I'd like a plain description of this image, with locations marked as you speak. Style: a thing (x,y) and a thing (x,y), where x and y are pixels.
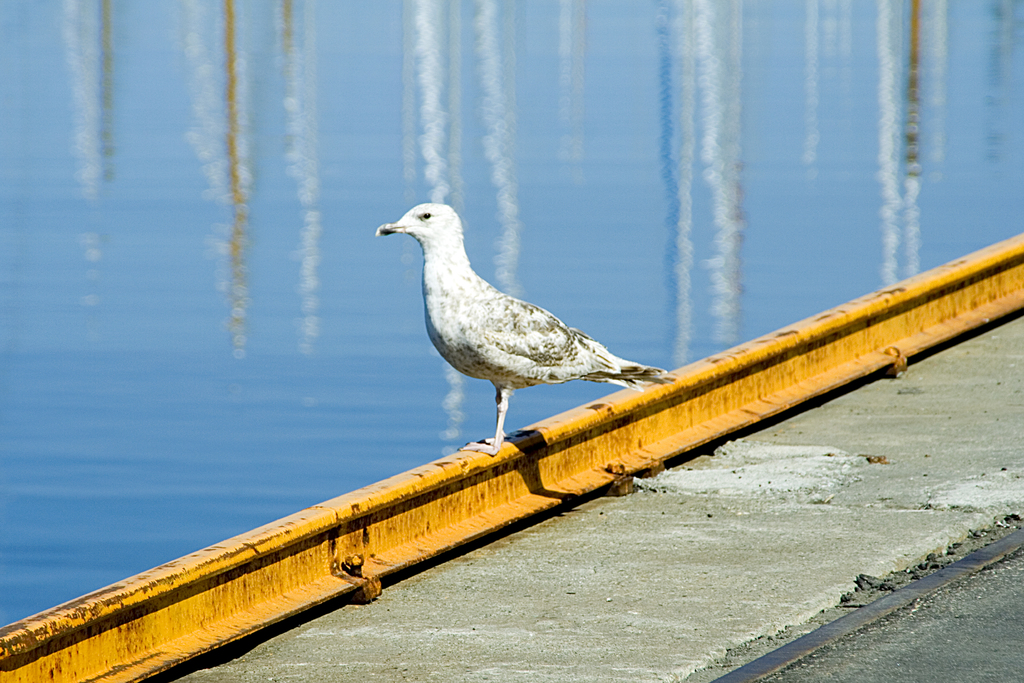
On the top of the image (289,126) we can see water body (447,192). In the middle of the image (548,361) we can see a bird (493,452) which is white in color. In the foreground of the image (614,521) we can see a platform (621,605).
